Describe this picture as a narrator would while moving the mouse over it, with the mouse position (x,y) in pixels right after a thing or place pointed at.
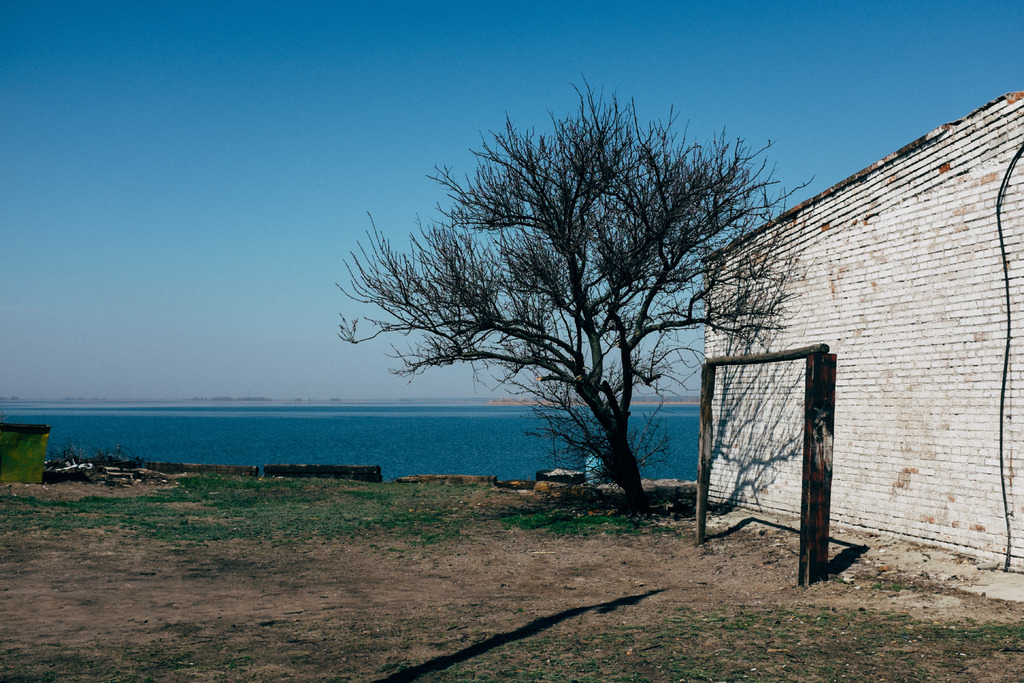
In this image, on the right side (943,395), we can see a brick wall (867,298) and a tree (606,269). There is a sea (294,410) and at the top (344,57) we can see the blue sky (534,53).
